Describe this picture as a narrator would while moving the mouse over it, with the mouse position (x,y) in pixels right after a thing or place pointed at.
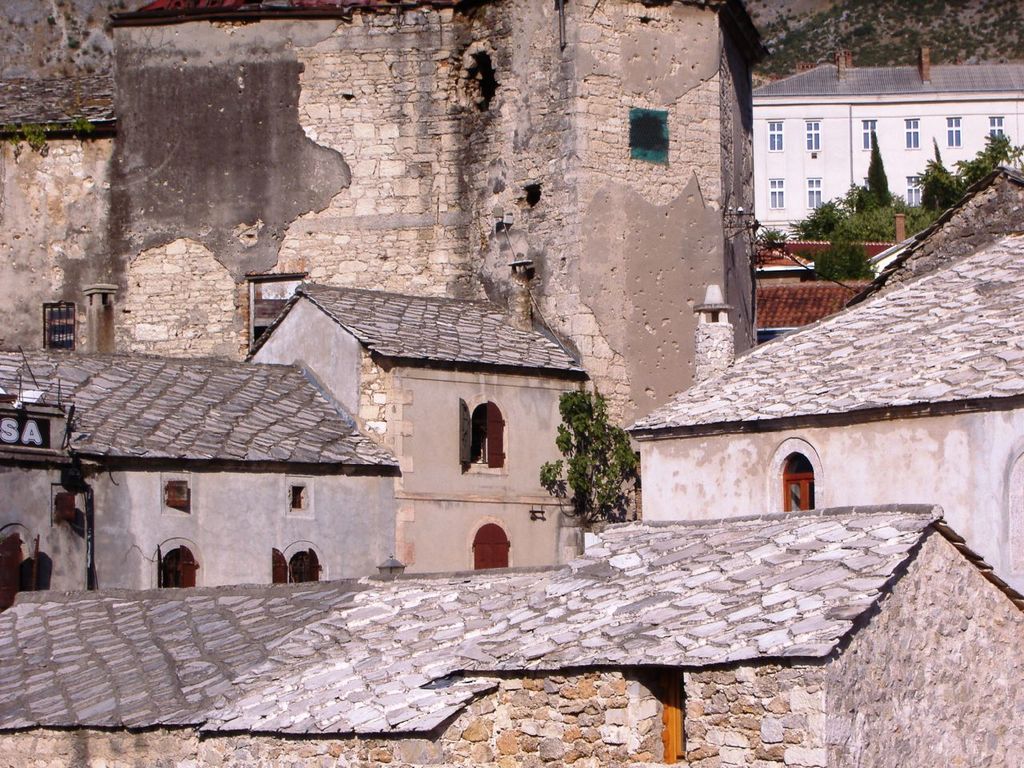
The image consists of houses (718,162), we can see windows (915,188), roofs (909,79) and trees (964,177). At the bottom (482,736) it is brick wall (469,744).
